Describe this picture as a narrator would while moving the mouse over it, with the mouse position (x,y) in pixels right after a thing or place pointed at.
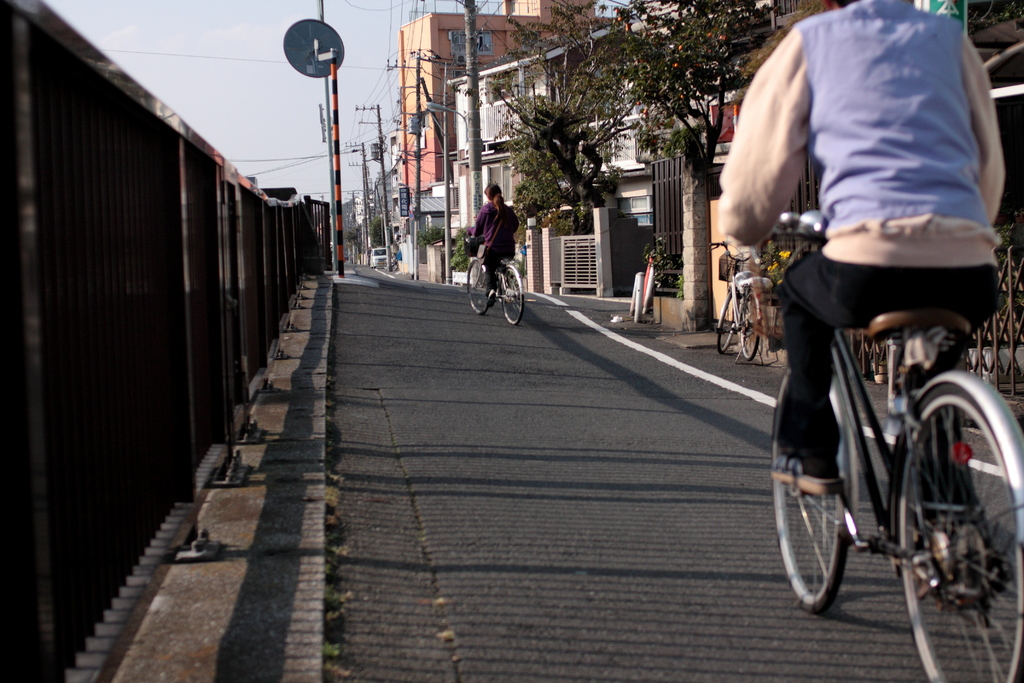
There are two people (867,304) riding bicycles (521,291) on the road (488,483). These are the houses (496,103) with windows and gates (578,251). I can see the trees (621,87). This looks like a board (300,63), which is attached to the poles (340,247). These are the kind of barricades (177,344). I can see a bicycle (733,301) and a car (380,263), which are parked beside the road (522,550). These are the current poles (376,143) with the current wires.
